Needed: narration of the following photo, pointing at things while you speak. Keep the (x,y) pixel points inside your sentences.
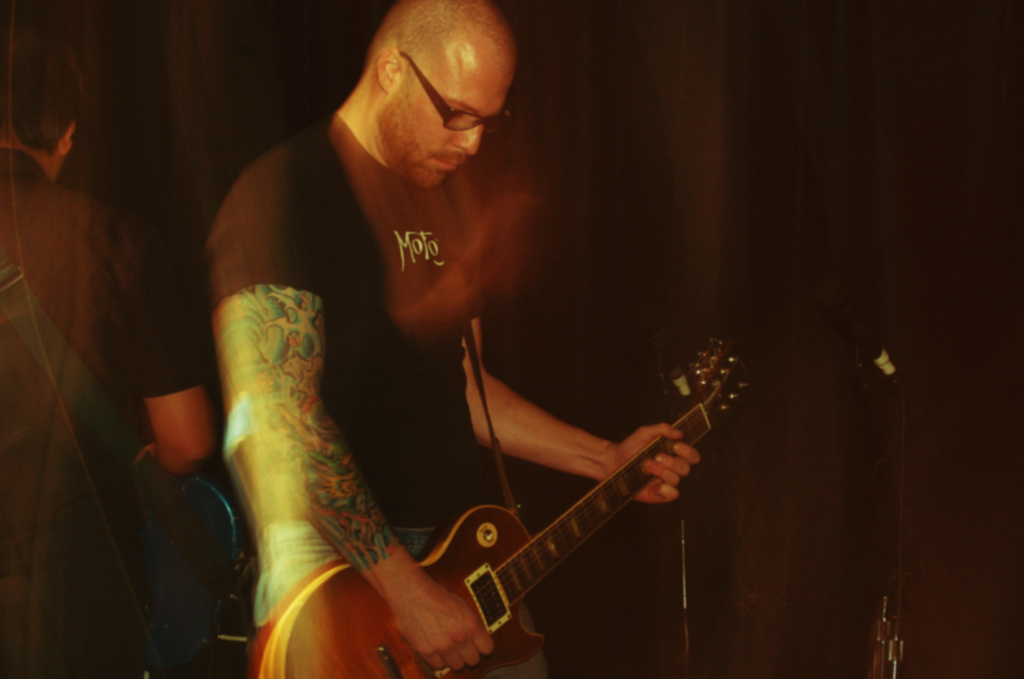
This picture shows a man (309,200) standing and playing guitar (279,676) and we see other man (191,463) standing on his back and holding a guitar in his hand (161,458).
